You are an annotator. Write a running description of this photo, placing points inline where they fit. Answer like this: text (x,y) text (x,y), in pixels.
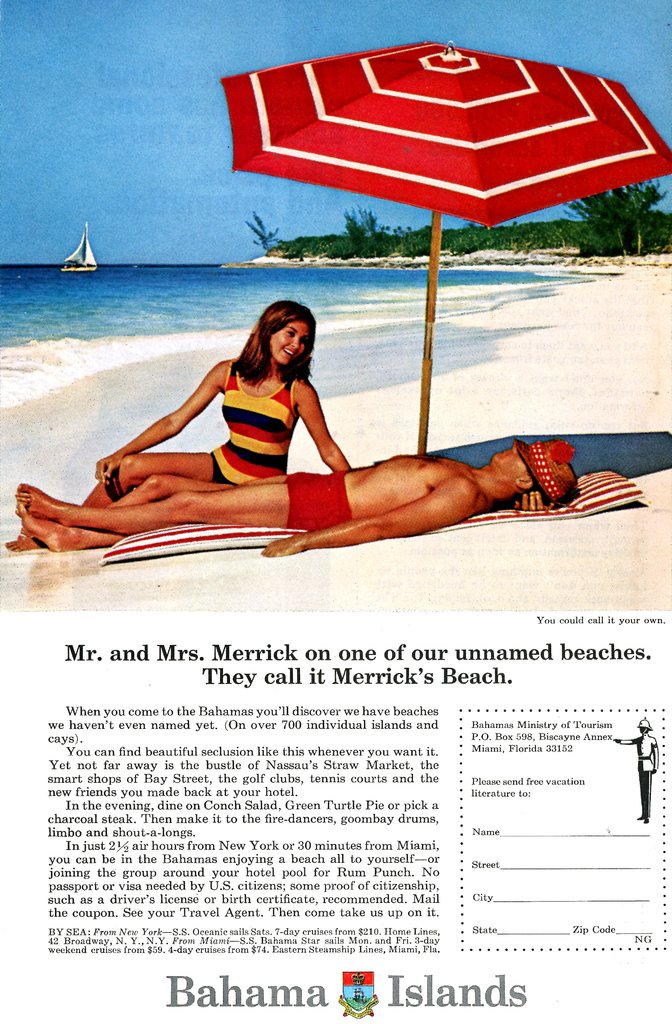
It is a poster. In the poster a man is lying on sand (664,514). Behind him a woman (230,462) is sitting and smiling and there is a umbrella (333,107). Top left side of the image (77,281) there is water (80,291) and boat (74,271). Top right side of the image (587,212) there are some trees (603,214). Top of the image (118,236) there is sky (598,1).
